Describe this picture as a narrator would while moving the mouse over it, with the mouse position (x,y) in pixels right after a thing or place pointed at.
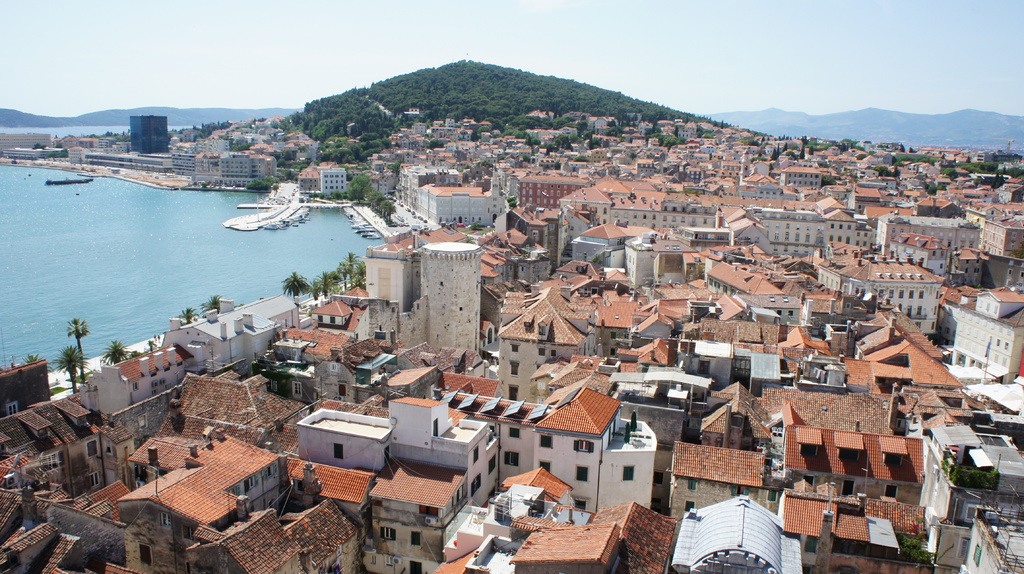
In this picture we can see few buildings (620,418) and trees (107,350), and also we can find few boats (271,226) in the water (155,229), in the background (348,149) we can see hills (533,94).
